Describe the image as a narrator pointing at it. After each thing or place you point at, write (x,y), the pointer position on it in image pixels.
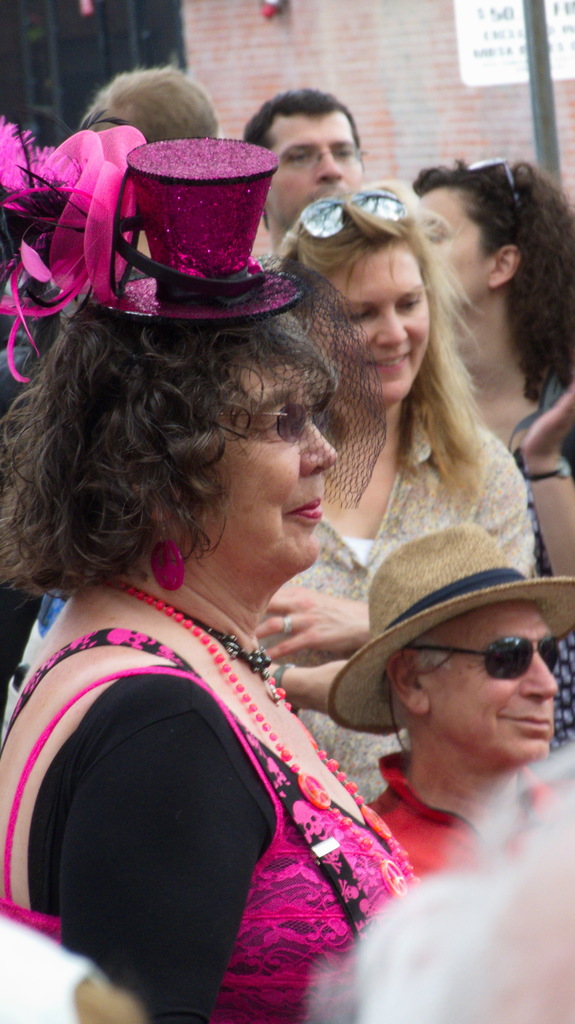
In this image we can see a few people (281,575) among them some are wearing hats (410,587), also we can see a pole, poster (489,49) with some text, window (145,42) and the wall (212,49).
